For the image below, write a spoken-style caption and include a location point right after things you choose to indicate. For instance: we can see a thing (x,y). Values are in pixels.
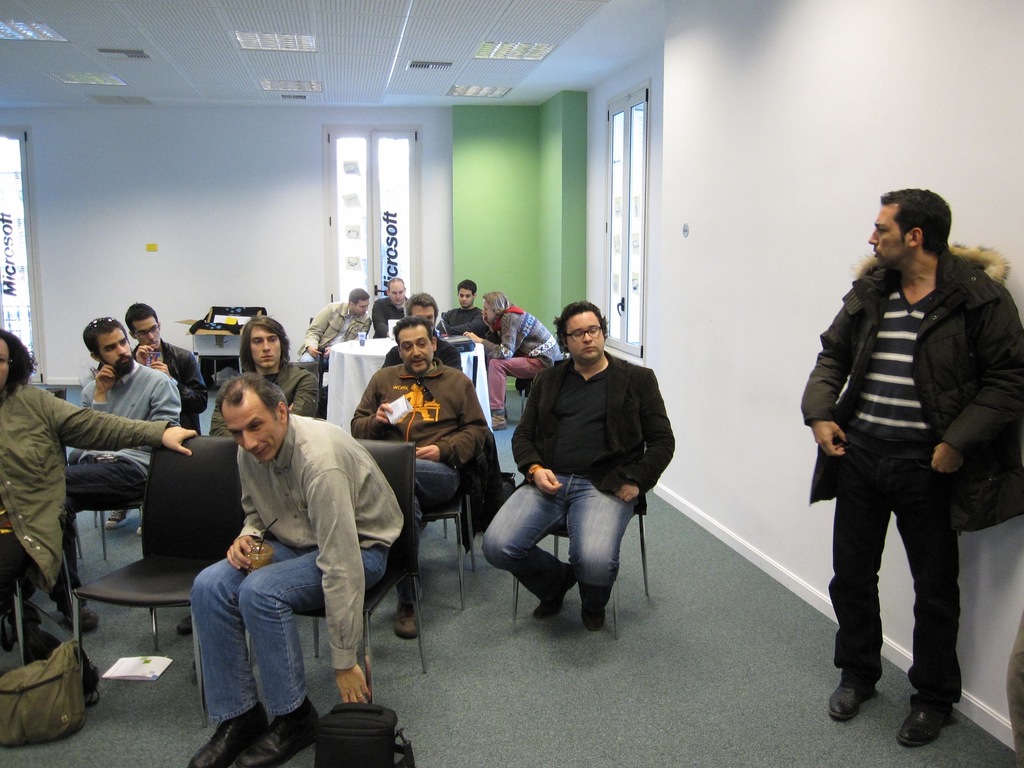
In this image I can see in the middle (635,421) a group of people (431,365) are sitting on the chairs (228,502) and looking at this side. On the right side (967,370) a man (904,397) is standing, he wore sweater (953,385), t-shirt (901,442), trouser (946,576), shoes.
